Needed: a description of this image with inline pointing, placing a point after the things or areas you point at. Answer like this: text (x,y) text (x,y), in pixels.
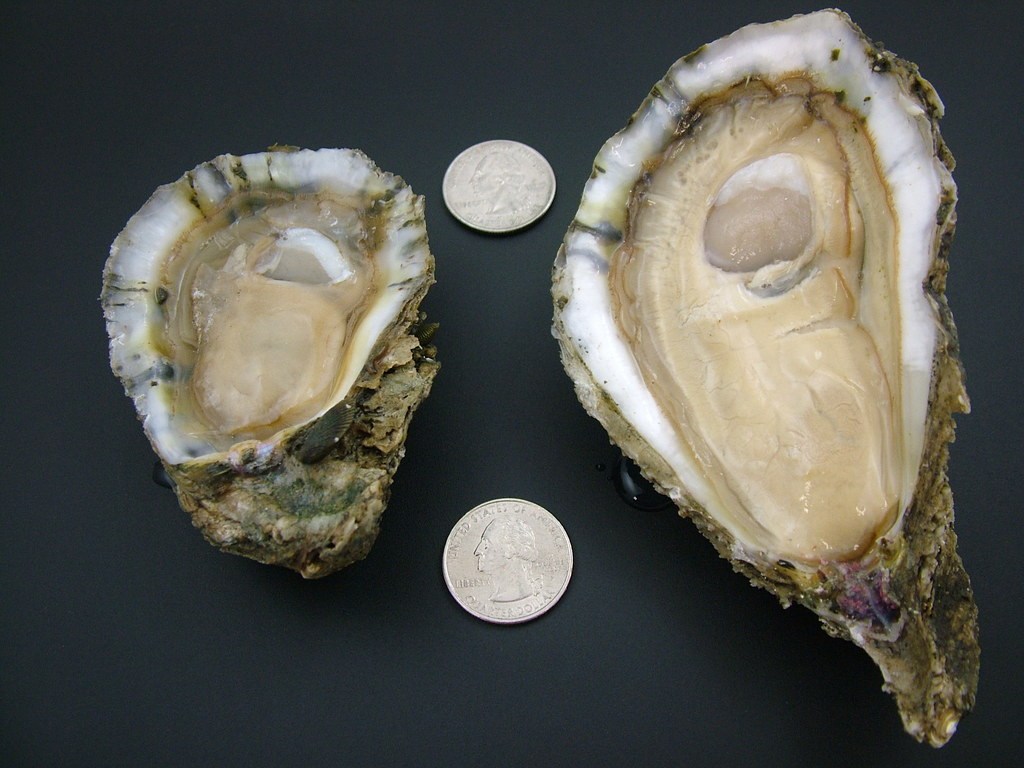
In the center of the image (391,415) we can see shells (383,403) and two coins (457,573) with some images (507,532) and some text (464,586). And we can see the dark background (496,304).
